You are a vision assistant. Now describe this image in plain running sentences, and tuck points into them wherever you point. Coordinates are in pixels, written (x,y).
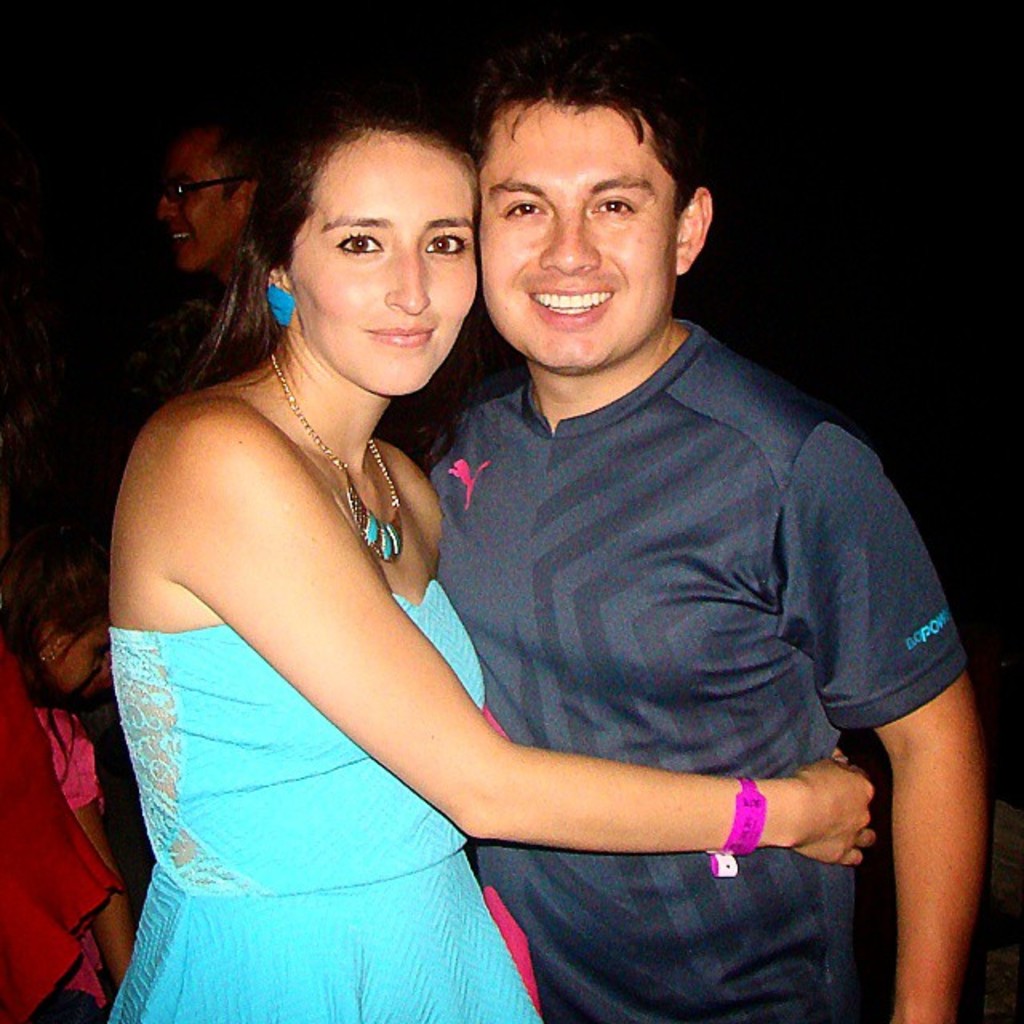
In this image there are two persons (606,730) standing as we can see in the middle of this image (502,587) and there are some persons (64,798) on the left side of this image (22,587) as well.
